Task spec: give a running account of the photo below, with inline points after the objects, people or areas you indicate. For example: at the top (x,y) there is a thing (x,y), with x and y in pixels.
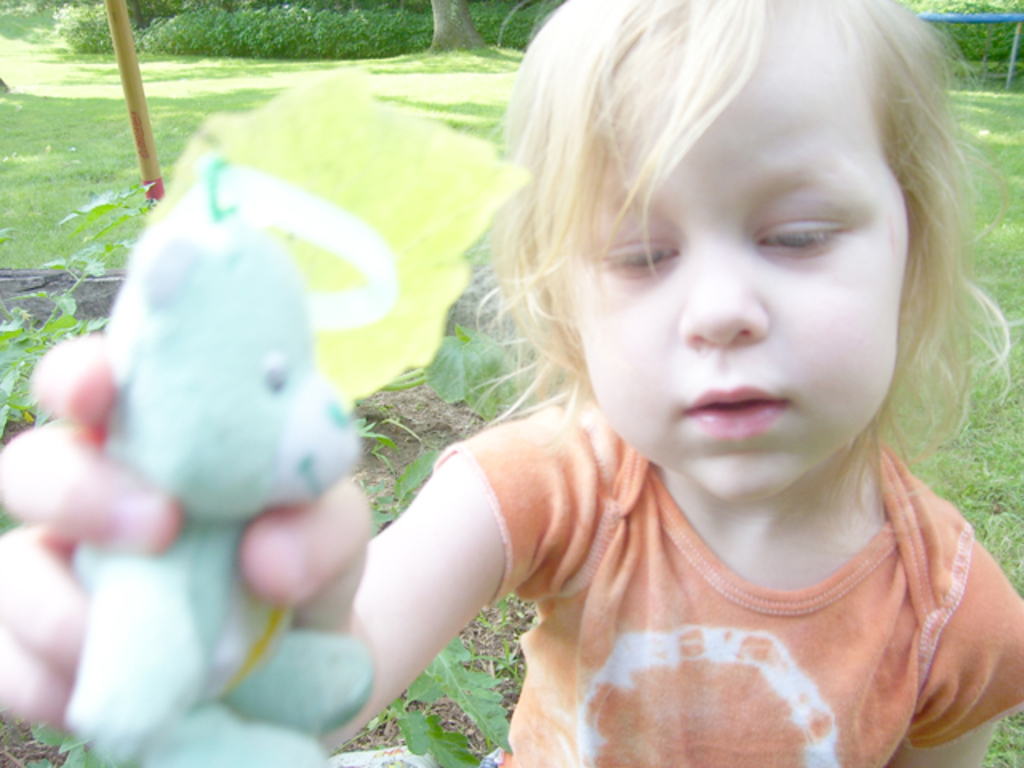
In this image I can see the person (856,563) is wearing orange color dress (742,613) and holding the blue color toy (175,321). I can see few trees (186,21), grass (91,68) and few objects (130,91).
